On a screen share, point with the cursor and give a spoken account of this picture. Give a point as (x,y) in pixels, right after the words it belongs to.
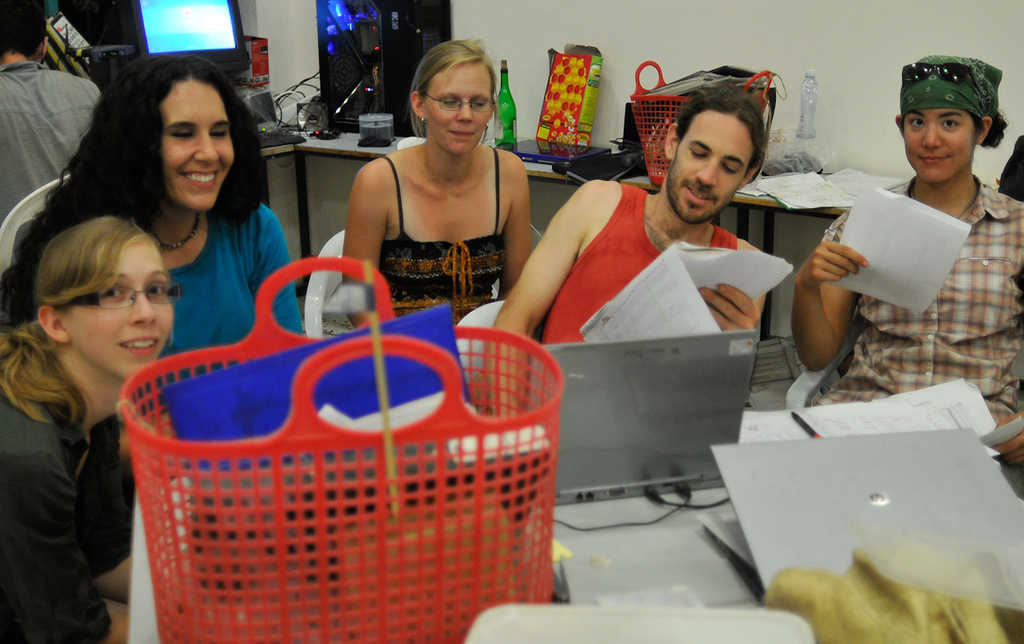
In the foreground of the picture (605,407) there are laptops (828,444), papers (814,423), pen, basket (405,462), cables (690,489) and many other objects (852,633). In the center of the picture (515,246) there are people (630,252) sitting in chairs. In the background (273,107) there are tables (345,134), desktop (366,40), laptops (531,147), cables (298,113), bottles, basket (663,97), papers (815,185), man (50,102), chair (41,188), wall (255,35) and many other objects (549,95).
